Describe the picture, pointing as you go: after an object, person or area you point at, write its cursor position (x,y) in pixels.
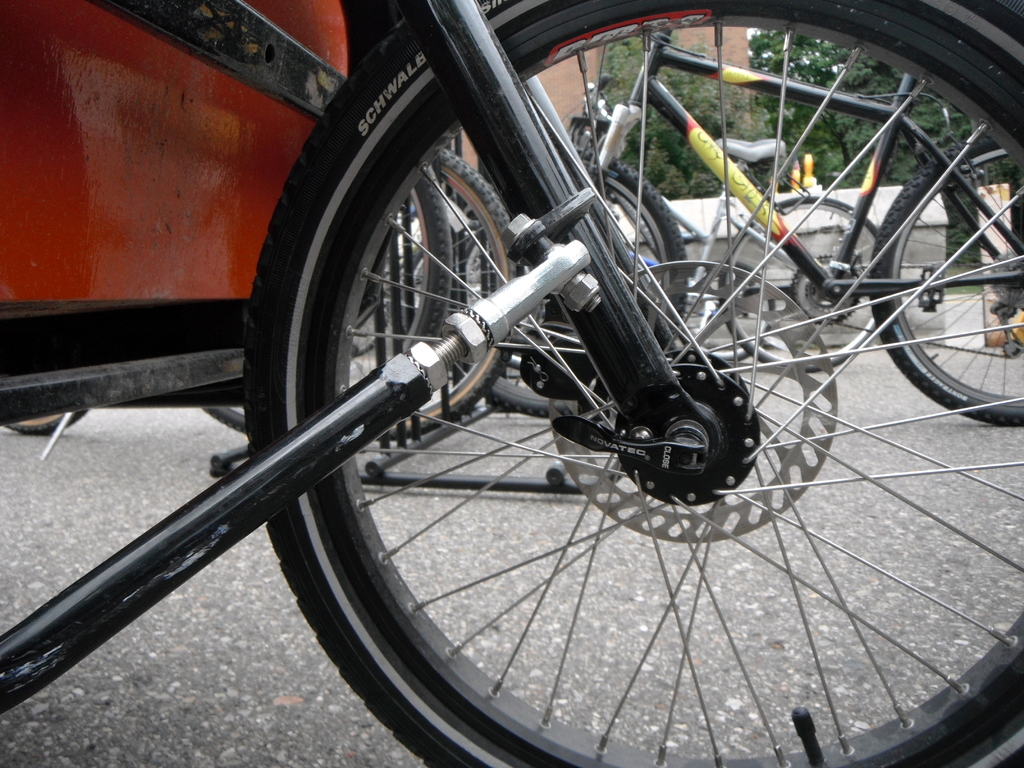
In this image we can see bicycles (390,649) on the road (581,686). In the background (693,93) there are trees (628,92) and a building (697,34).
